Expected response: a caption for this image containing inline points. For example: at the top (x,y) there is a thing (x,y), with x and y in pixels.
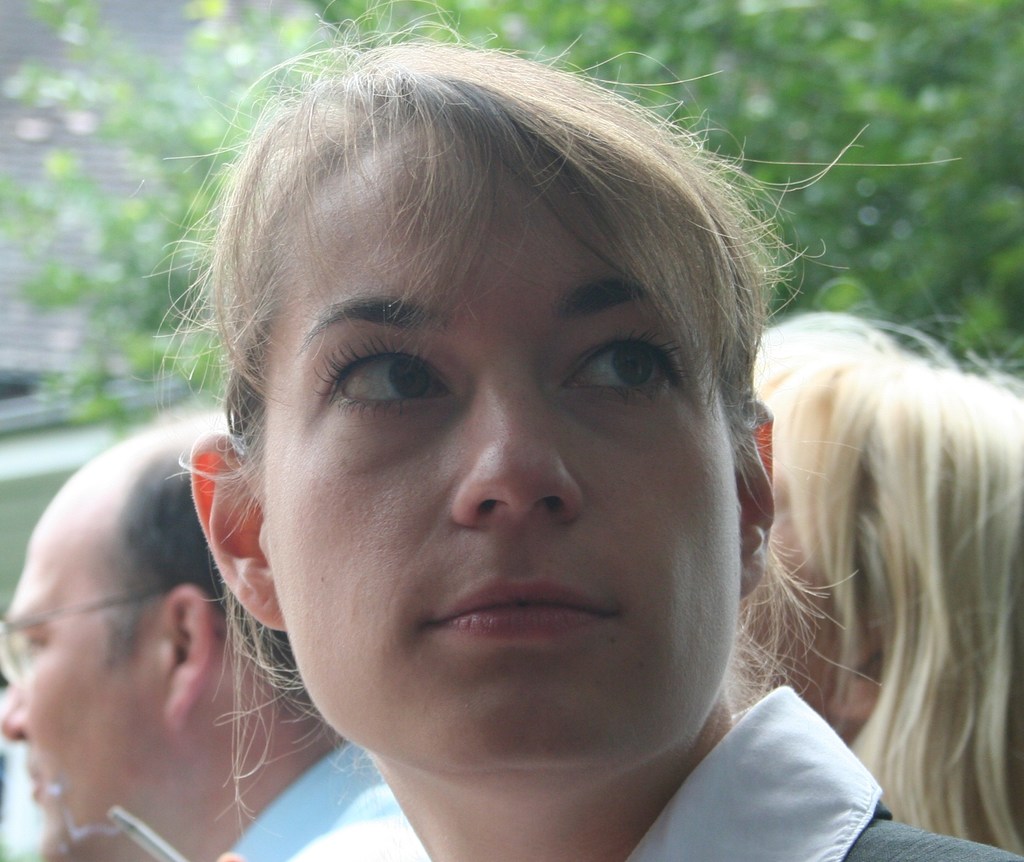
In this image, we can see three persons (450,750) on blur background (159,571).
